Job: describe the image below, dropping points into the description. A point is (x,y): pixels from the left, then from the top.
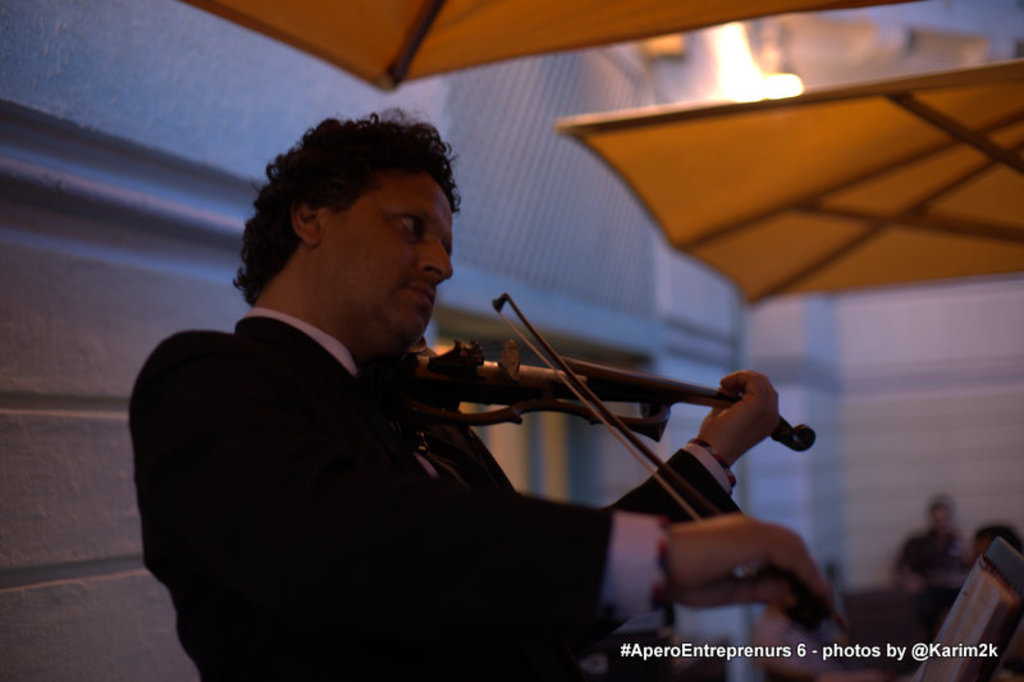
In this picture we can see man (365,175) playing violin (642,388) and in background (875,531) we can see some person (919,561) sitting, wall (717,305), window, sun shade (837,157), light (722,62).
